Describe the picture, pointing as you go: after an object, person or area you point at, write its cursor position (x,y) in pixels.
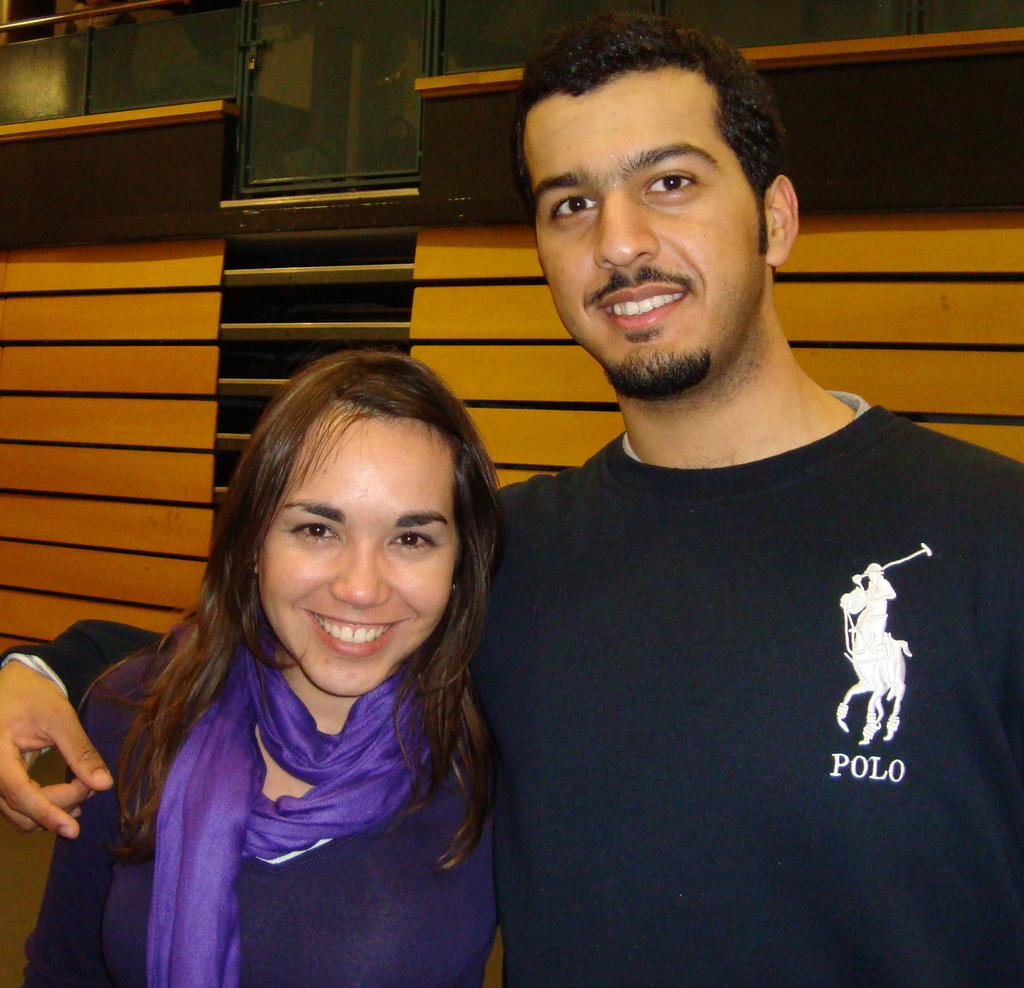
In the picture we can see a man (599,718) and a woman (252,718) standing together and smiling and man (965,718) is wearing a black T-shirt (972,481) and woman (432,958) is wearing a blue dress (253,958) with a cloth (188,874) and behind them we can see a wooden planks wall (134,556) and on top of it we can see a small glass door (393,20).
